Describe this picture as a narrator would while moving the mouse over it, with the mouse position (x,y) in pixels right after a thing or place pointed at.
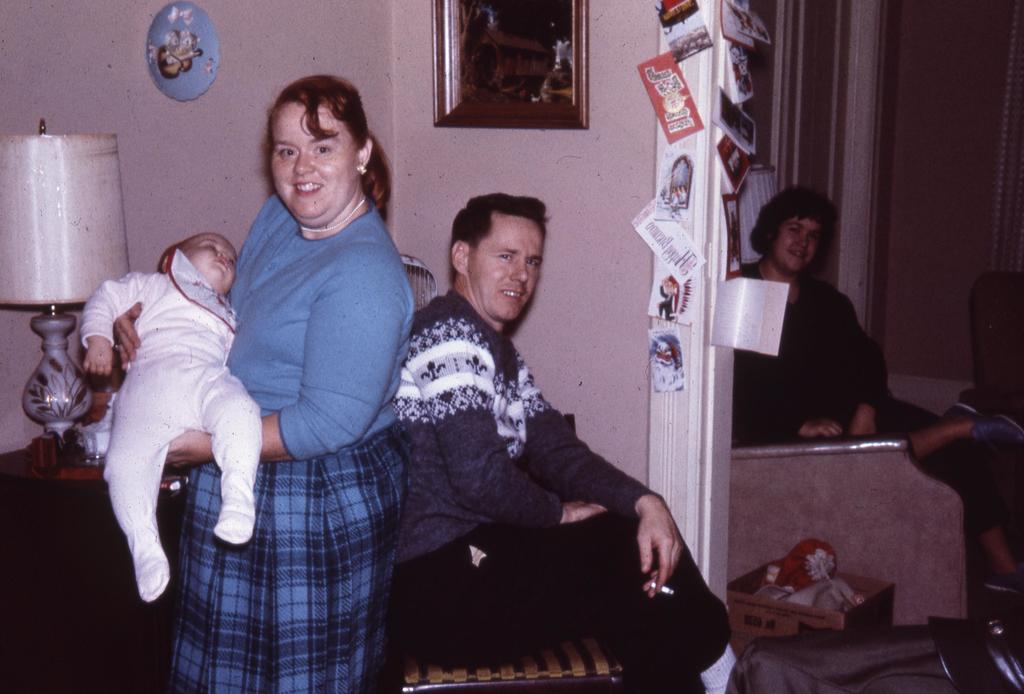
In this image we can see some persons (370,363), chair (753,489) and other objects (95,395). In the background of the image (54,410) there is a wall (379,72), frame (545,59), lamp (44,201) and other objects (174,60). On the right side of the image (856,324) there is a person (832,292), wall (896,317), chair (767,464), boards (742,325) and other objects (729,11).
